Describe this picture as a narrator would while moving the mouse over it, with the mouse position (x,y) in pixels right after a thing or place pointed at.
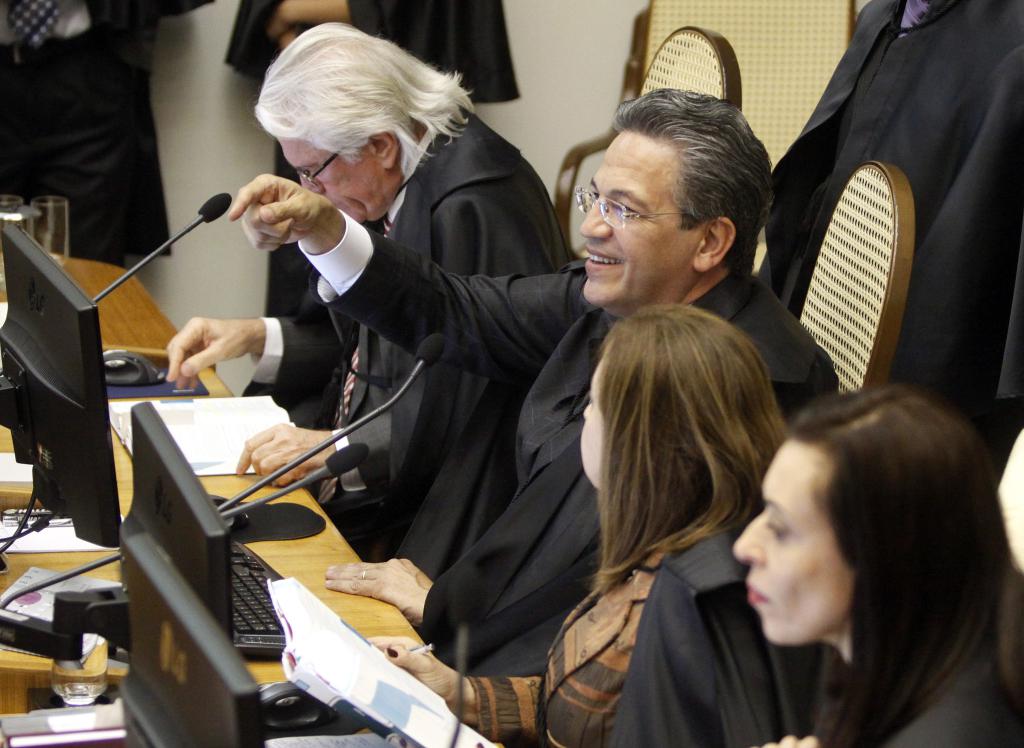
In the center (608,332) we can see the four people (581,279) were sitting on the chair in front of table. On table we can see monitor (169,617), papers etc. And in the center (651,268) the middle person (611,250) is laughing which we can see on his face (615,251). And coming to background (489,32) some peoples (913,123) were standing around the sitting people (585,313).
